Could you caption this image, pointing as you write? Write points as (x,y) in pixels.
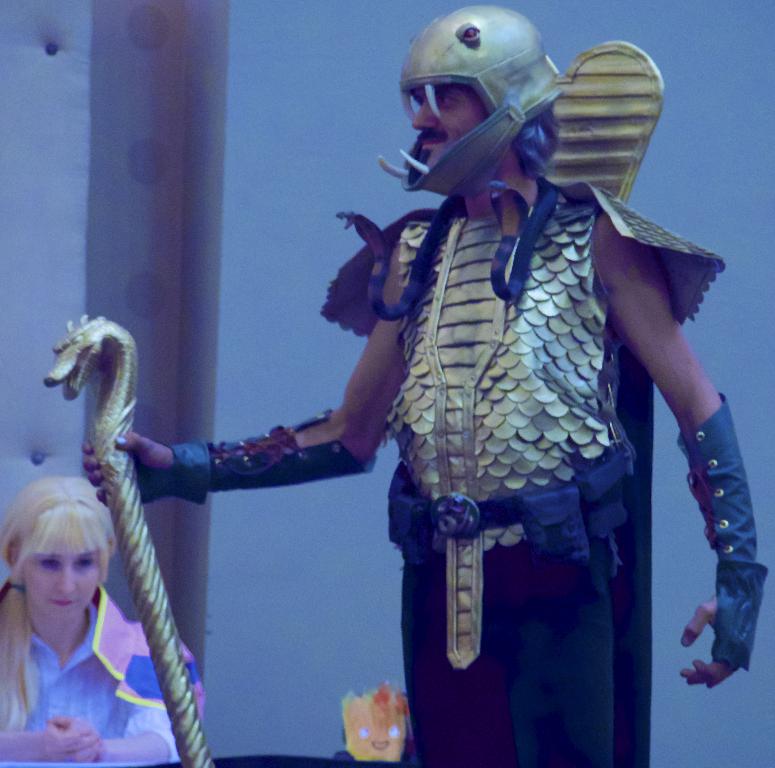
There is one man (479,378) standing and wearing a helmet (467,71) and holding a stick (129,507) as we can see in the middle of this image (512,448). There is a wall (245,252) in the background (245,252). We can see a woman (145,654) in the bottom left corner of this image (80,671).
